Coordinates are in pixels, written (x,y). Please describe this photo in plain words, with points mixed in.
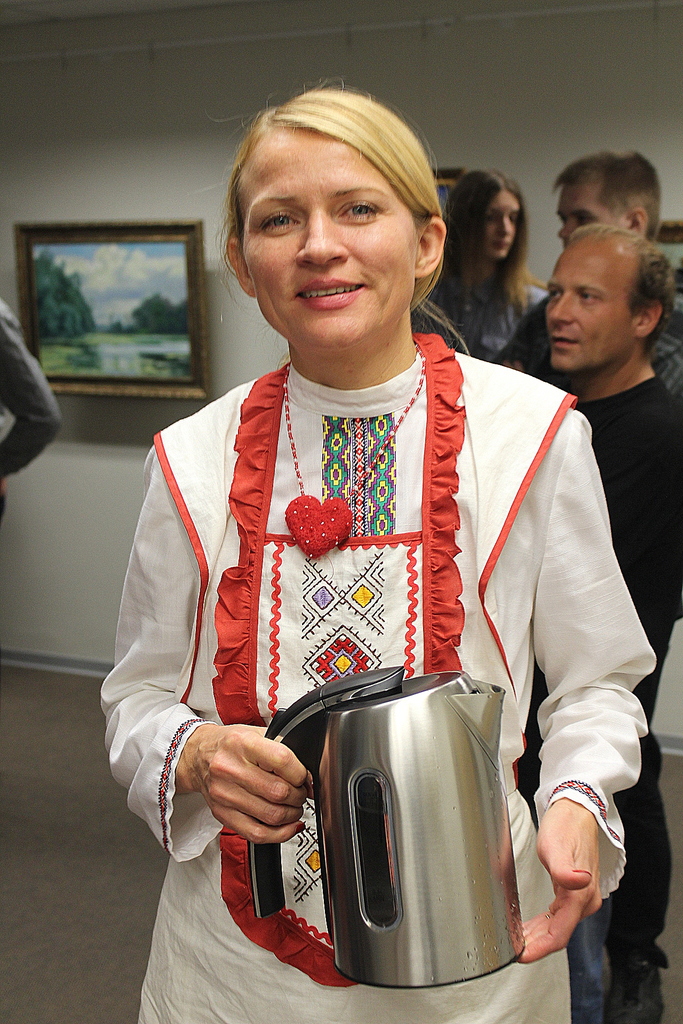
In this picture I can see a woman (429,656) standing and holding an object (381,778), there are few people (531,289) standing, and in the background (157,111) there are frames (73,232) attached to the wall (7,44).
